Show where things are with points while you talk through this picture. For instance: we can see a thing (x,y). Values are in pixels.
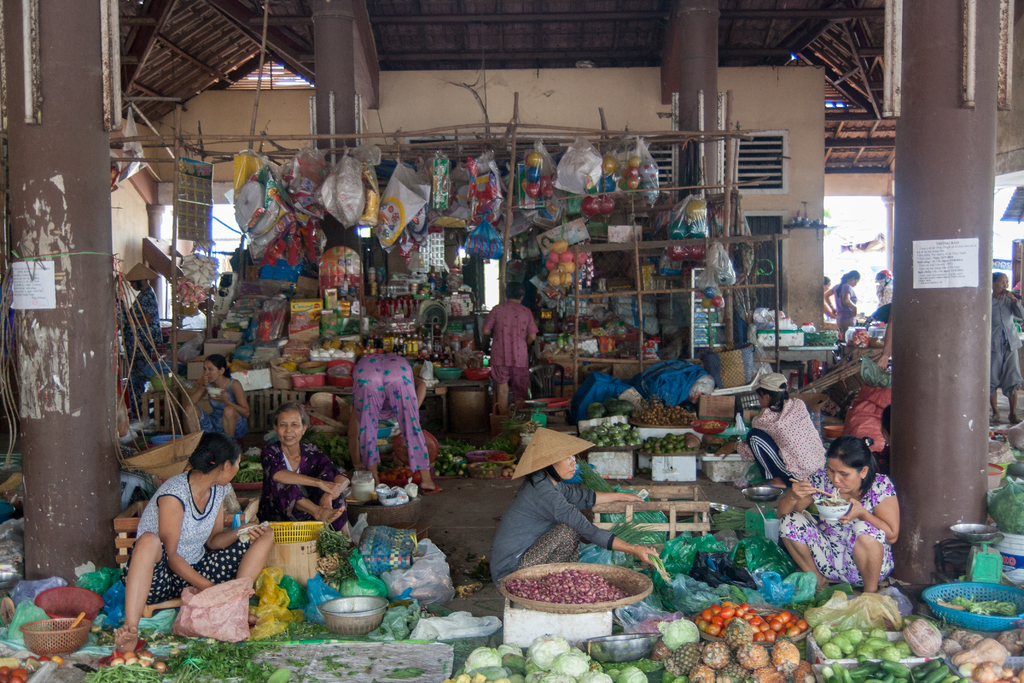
In this image we can see few vegetables (566,672), fruits (768,654), and few people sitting on the ground (453,509) and few people (387,398) standing, there are pillars (71,174) and posters (928,260) attached to the pillars (60,285), there are few objects (459,187) hanged to the wooden sticks (679,131), there are baskets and few other objects (458,417).
